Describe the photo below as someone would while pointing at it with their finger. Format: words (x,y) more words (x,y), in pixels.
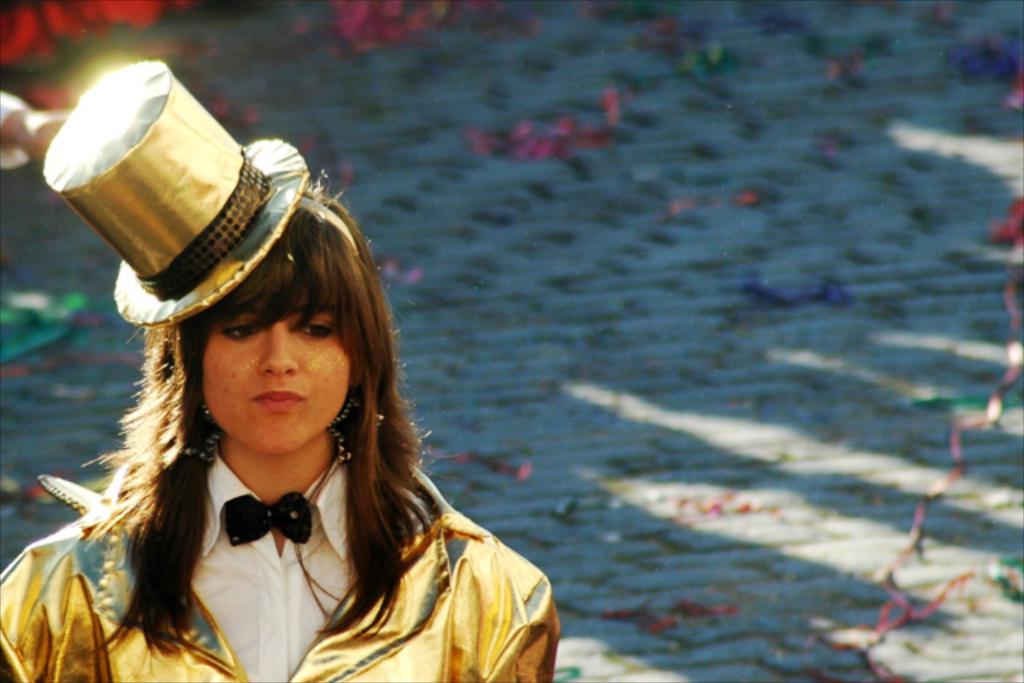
On the left side of the image (251,577) there is a lady (265,490) with a hat (187,193) on her head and there is a bow tie (274,507) on her neck (283,544). Behind the lady (308,250) there is a floor (730,295) with few items (606,121).
